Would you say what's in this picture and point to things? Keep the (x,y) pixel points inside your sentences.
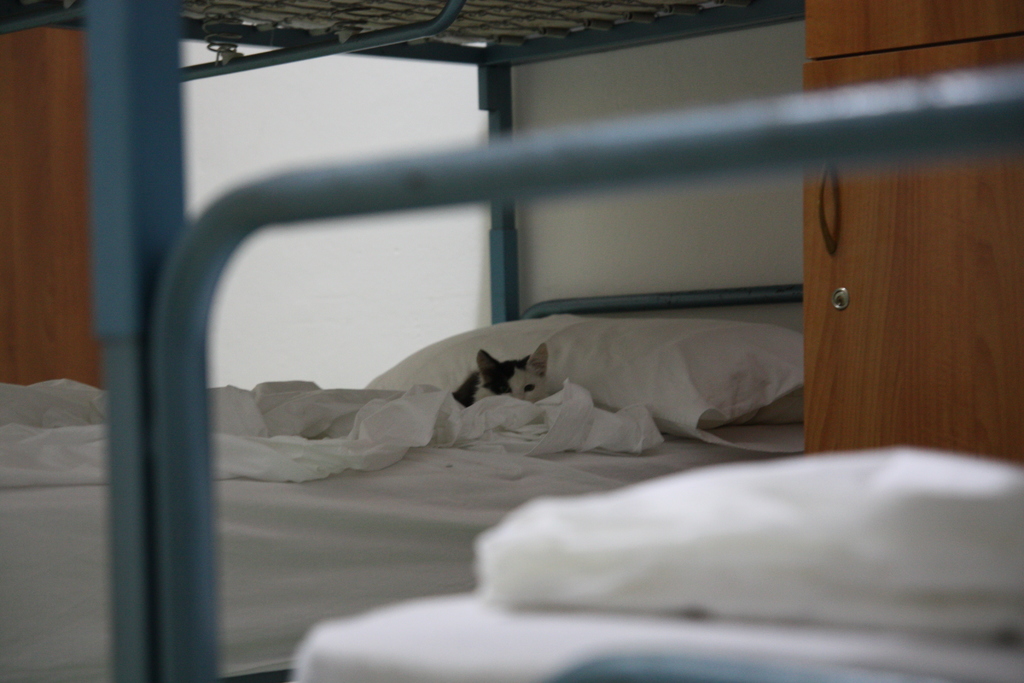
In this picture there is a bed (307,445) with blanket (552,396) and pillow (621,347) and a small kitten (515,367) is laying on it
